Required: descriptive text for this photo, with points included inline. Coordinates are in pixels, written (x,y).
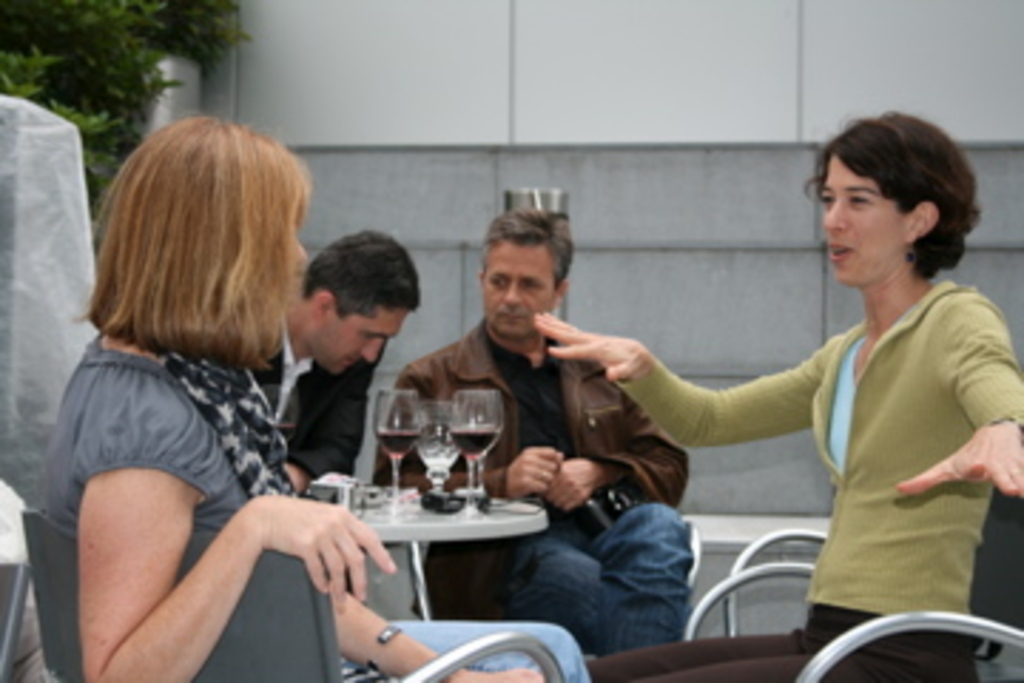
There are four people (925,565) sitting on chairs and we can see glasses (432,427) and objects (369,496) on table (425,495). Background (622,61) we can see wall (373,84) and leaves (113,97).
